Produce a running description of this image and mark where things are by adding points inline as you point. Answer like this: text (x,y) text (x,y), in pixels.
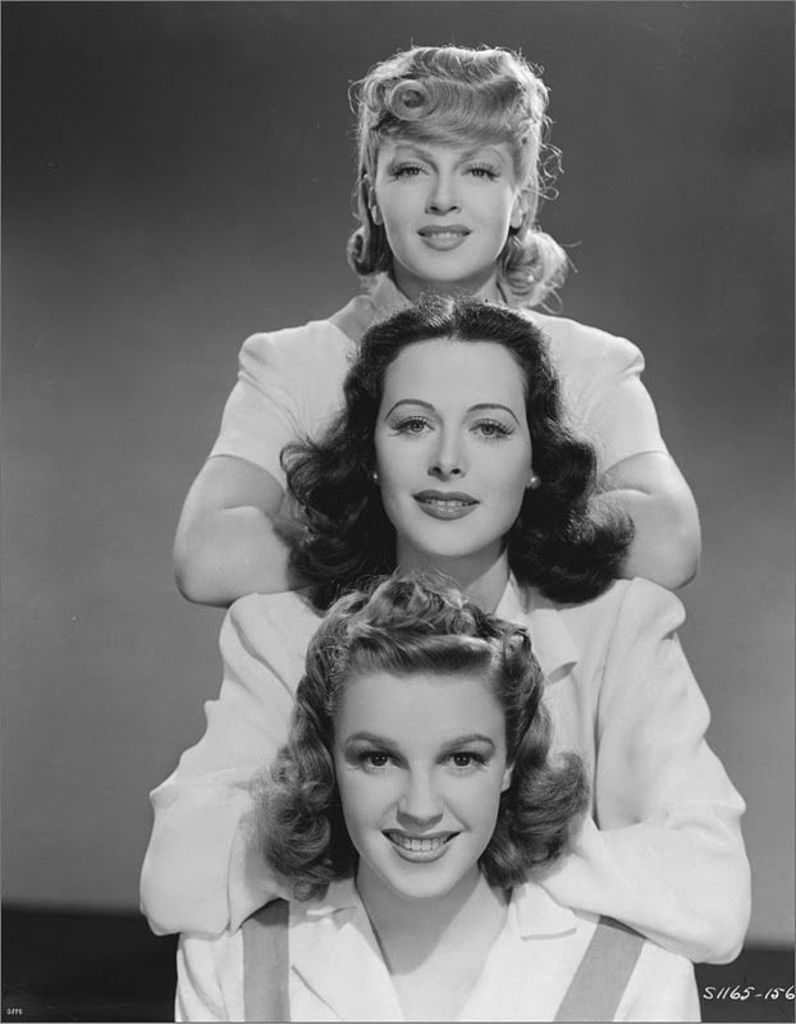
In this image there are three women (423,411) who are smiling, and in the background (299,142) it looks like a wall (715,107).
